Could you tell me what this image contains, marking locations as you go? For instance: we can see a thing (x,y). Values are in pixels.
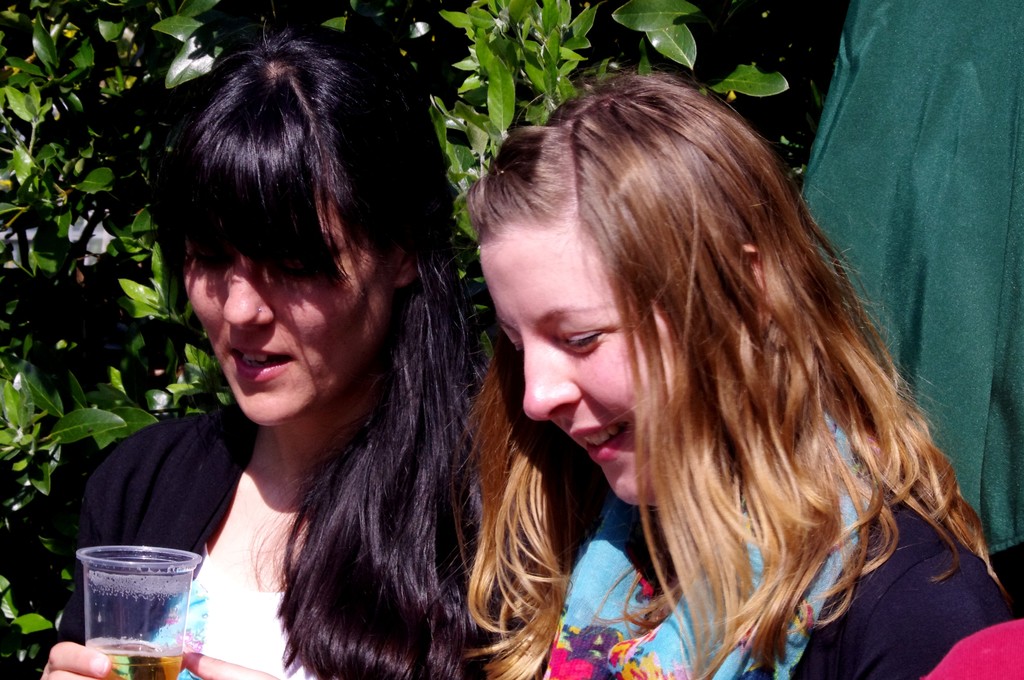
In this picture we can observe two women (407,336). One of them is holding a glass (113,624) in her hands (96,667) and the other is smiling. In the background (552,58) there are trees (64,84).
